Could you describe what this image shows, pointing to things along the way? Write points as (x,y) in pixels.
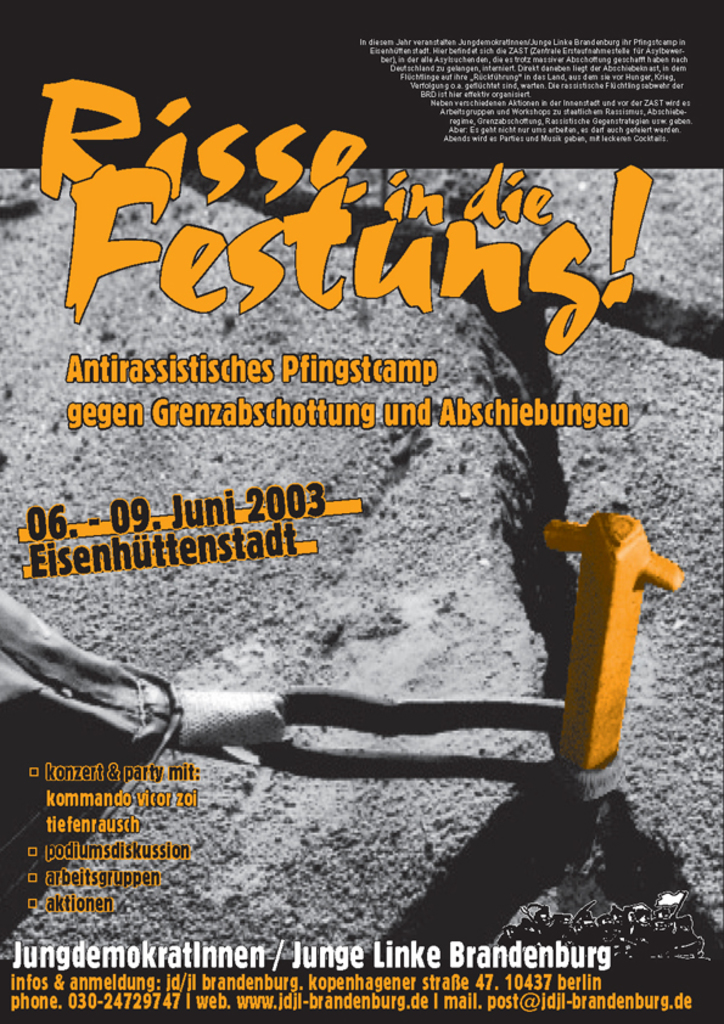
In this picture I can observe a pamphlet (401,884). There is yellow color pole (572,715) on the right side of the picture (575,709). In this pamphlet (567,771) I can observe some text (129,252) which is in yellow color.
